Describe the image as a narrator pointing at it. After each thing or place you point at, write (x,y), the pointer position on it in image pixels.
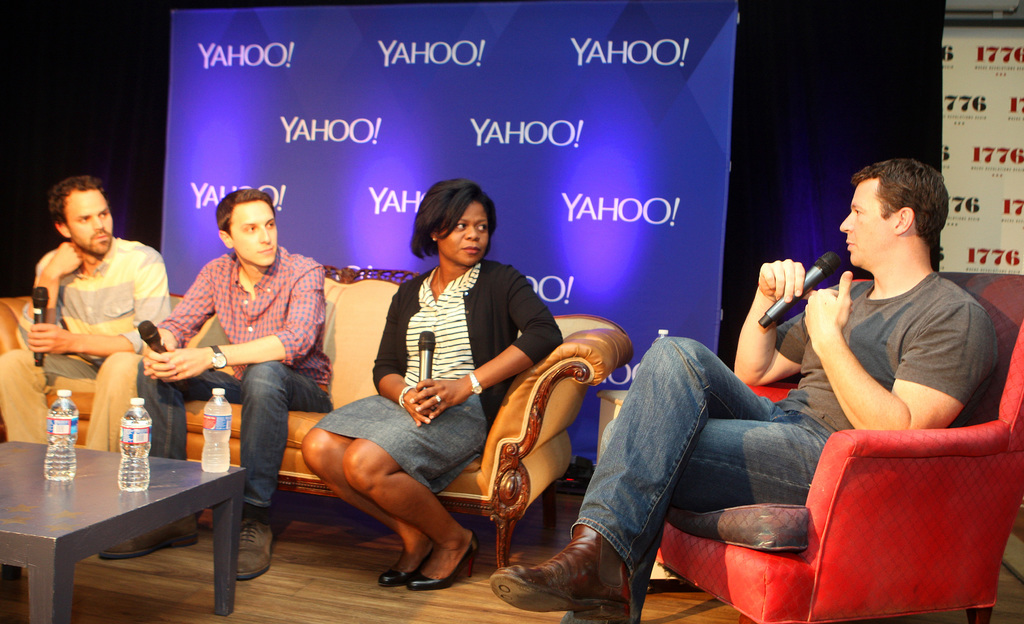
In the picture we can see four people (690,415), there are sitting on the sofa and one man (718,414) is sitting on the chair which is red in color and on the sofa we can see two men (119,357) and a woman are holding a microphone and looking for the person (706,403) who is talking and in the front of them, we can see a table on it we can see some water bottles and in the background (692,263) we can see a wall (679,214) with a blue color banner (679,214) and Yahoo logos (507,138) on it.
